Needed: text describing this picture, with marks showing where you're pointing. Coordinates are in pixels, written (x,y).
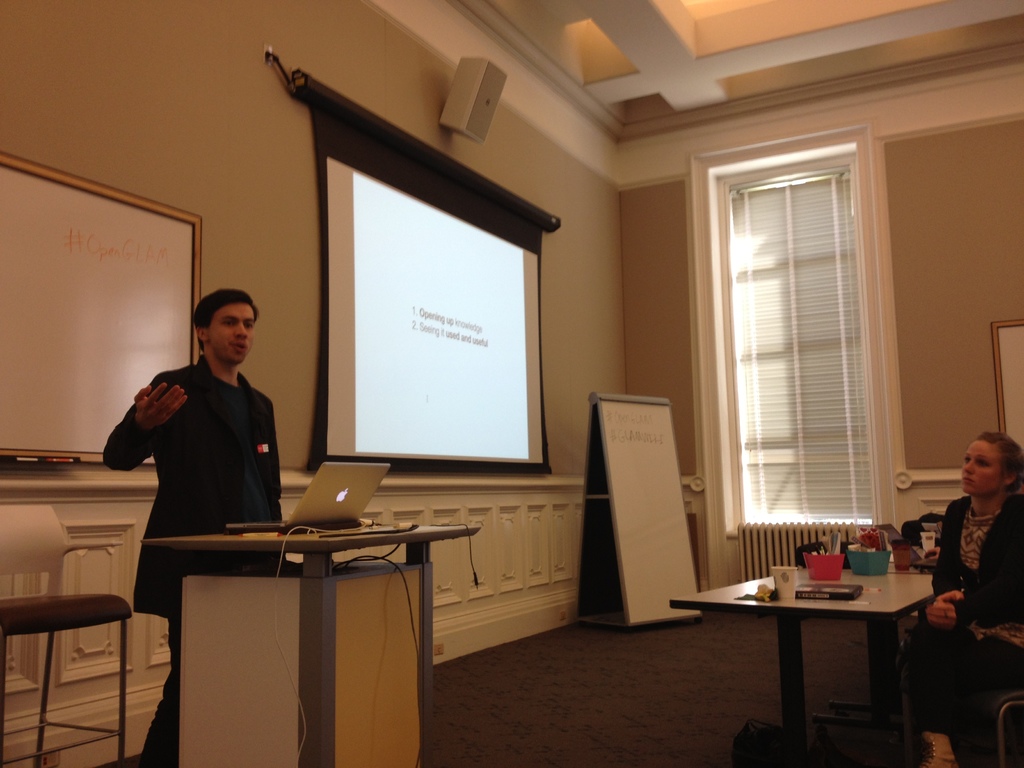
In this image left side (151,437) a man (157,424) wearing a black suit (140,453) is standing behind the podium (319,638) having laptop (318,477) on it. At the left side (5,536) there is a chair (52,534) above there is a writing board (153,277) beside there is a screen (404,380). At the right side (860,298) there is a window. A woman (1022,602) is sitting at the right bottom (927,601) before a table (929,587) having cup (775,574) and bowl (835,564) on it.
